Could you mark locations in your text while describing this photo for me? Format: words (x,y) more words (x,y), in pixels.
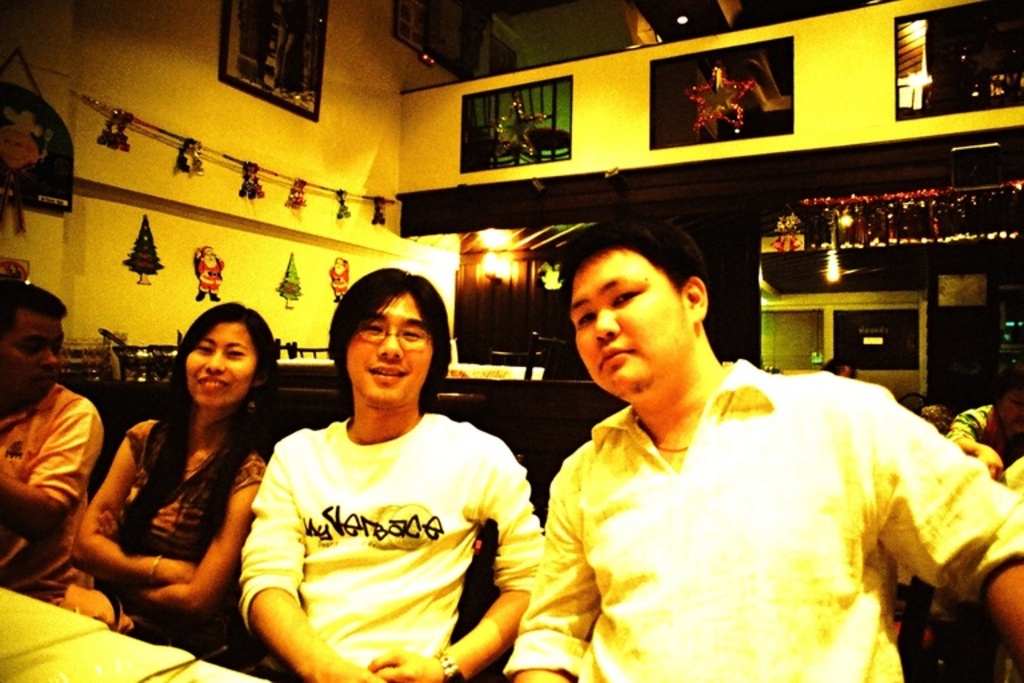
In this picture there are people (135,539) sitting, in front of these people (166,617) we can see tables (88,645). In the background (493,146) we can see people (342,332), stickers (297,273), decorative items (117,122), bag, frames (321,45) on the wall (348,78) and few objects (953,300).
